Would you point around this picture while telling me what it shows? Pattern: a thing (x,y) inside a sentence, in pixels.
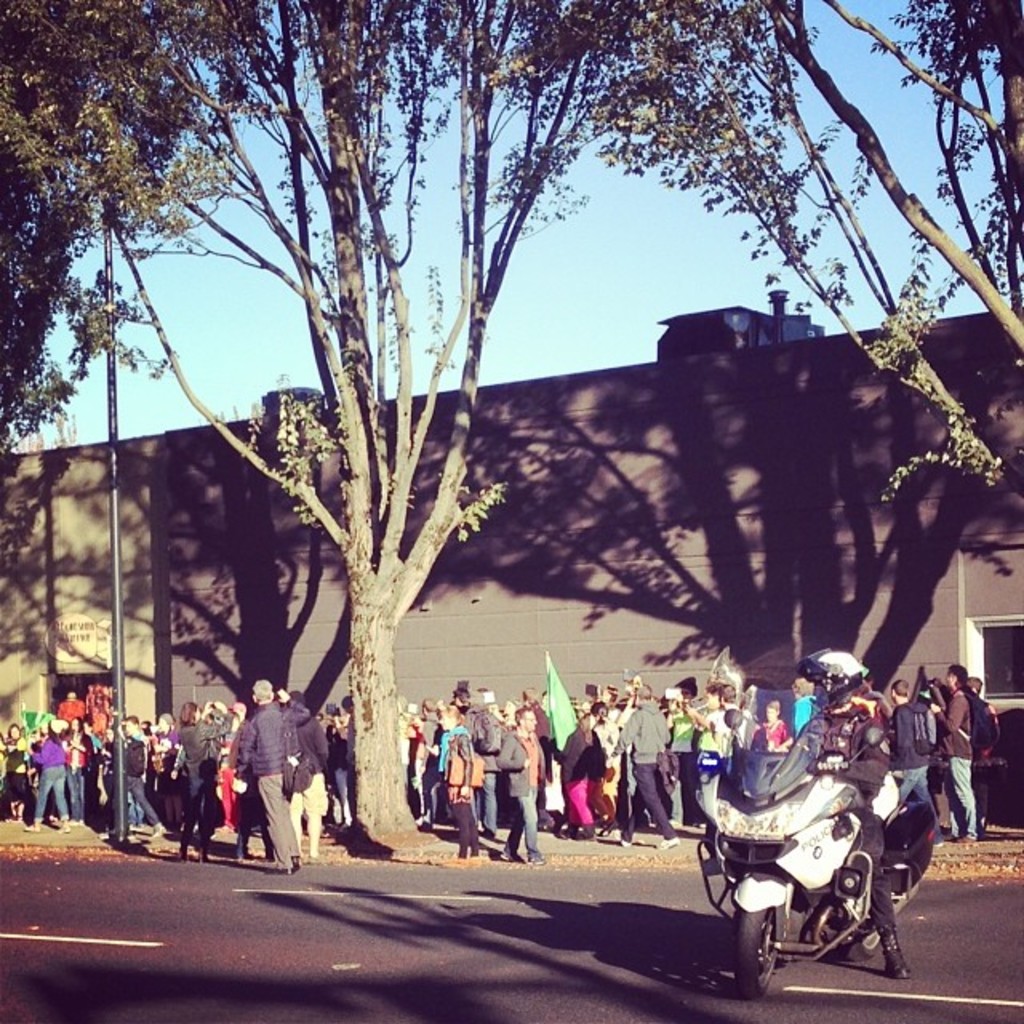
In the image we can see there are people (693,787) who are standing on the road (118,968) and there are trees (368,62) and there is a building (729,560) and the person (878,839) is sitting on bike (860,884) and wearing helmet (820,679) and people (170,748) are holding flags (566,739) in their hand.
